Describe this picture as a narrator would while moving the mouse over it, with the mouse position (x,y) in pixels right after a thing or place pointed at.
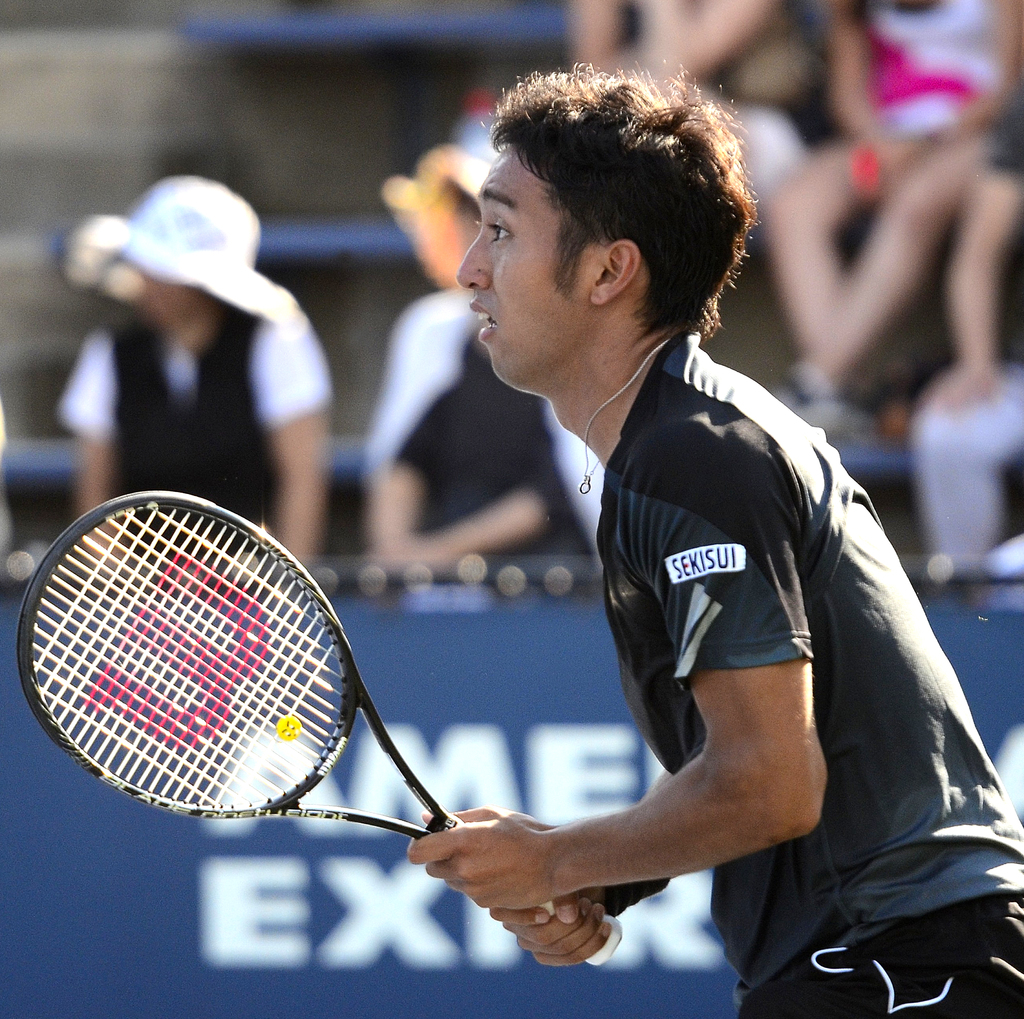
In this image I can see the person (680,187) is holding the racket (116,631). He is wearing the black t-shirt (874,712) and black short (941,922). At the back side (925,239) few people (949,434) sitting on the bench (899,444). I can see a blue banner (234,922).
